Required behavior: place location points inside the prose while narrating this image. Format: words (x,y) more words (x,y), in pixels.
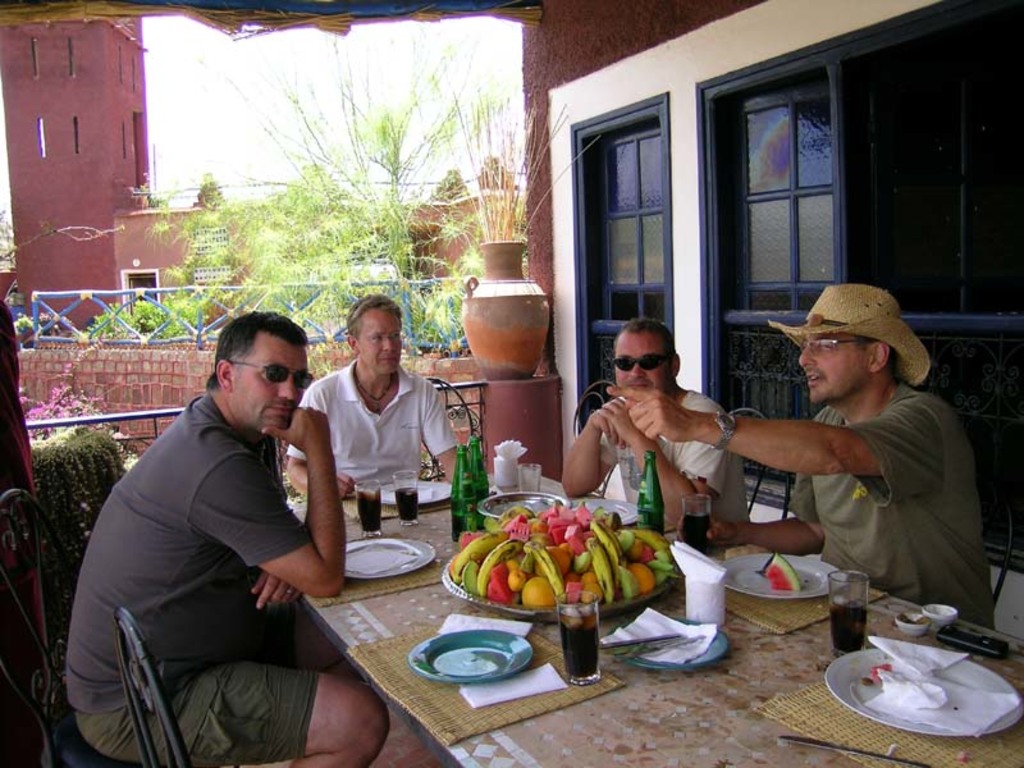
In this image I can see four person (285,498) sitting on the chair (5,605). On the table (584,761) there is a plate (444,487), glass (592,666), tissue (523,679), fruits (497,602) and a bottle (465,489). At the back side (615,241) there is a building (780,190) and a plants (254,218).
